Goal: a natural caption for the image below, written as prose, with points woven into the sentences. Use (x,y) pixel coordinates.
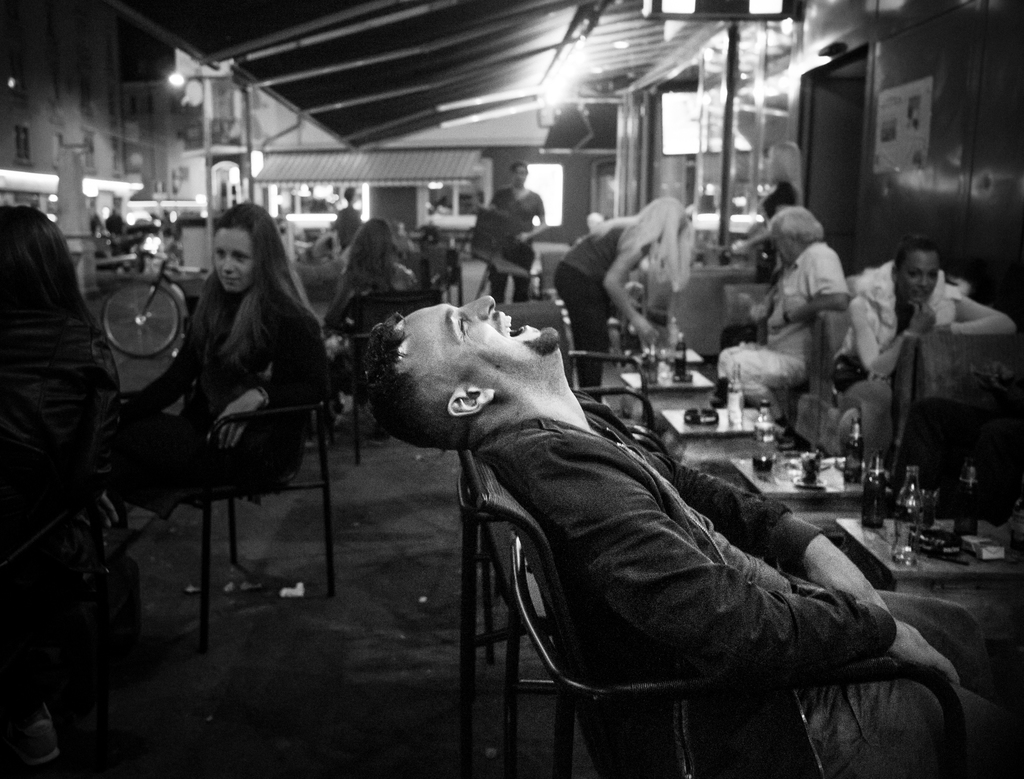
This is a black and white image and here we can see many people (476,342) sitting on chairs (234,508) and there are bottles (686,368) on the table (882,543). In the background (403,80), there is shed (646,86) and we can see a bicycle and some poles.
